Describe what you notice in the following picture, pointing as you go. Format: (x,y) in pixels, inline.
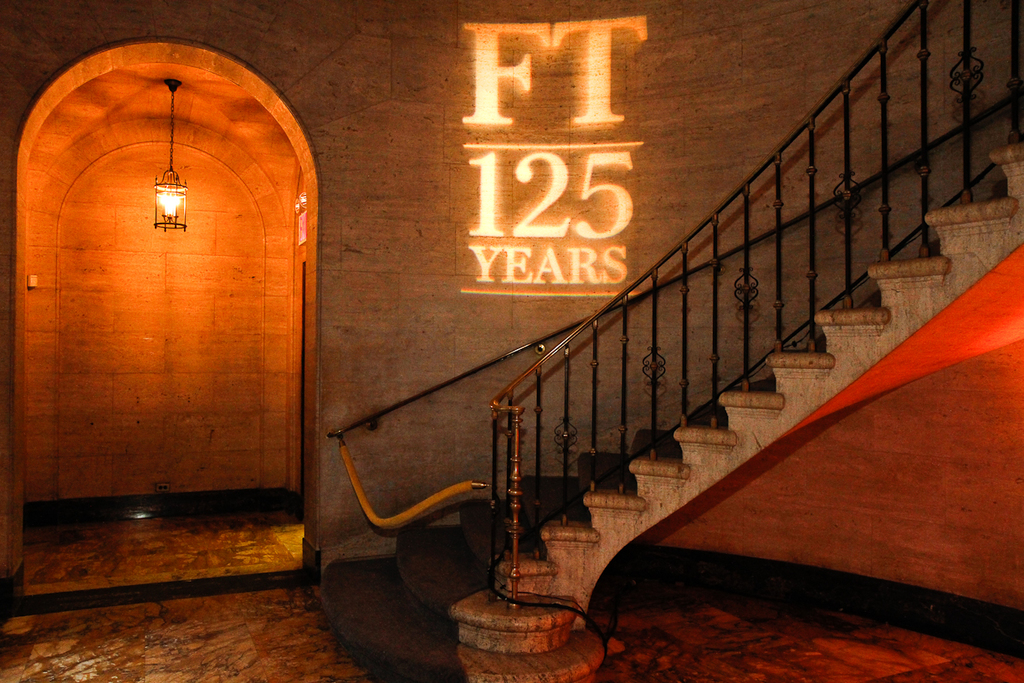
In front of the image there is a staircase (515,458) with metal rod fence (520,505), on the wall (660,347) there is a display text (480,47), left of the text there is a lamp (169,211) hanging from the ceiling (157,83).
